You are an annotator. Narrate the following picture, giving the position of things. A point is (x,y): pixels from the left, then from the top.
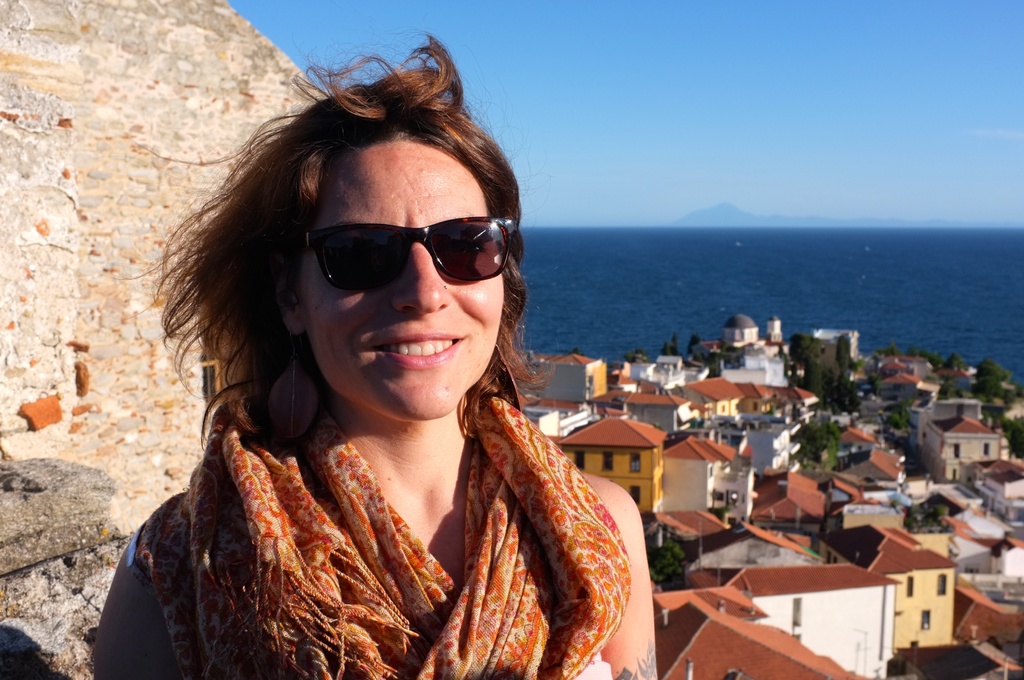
In the front of the image (406,242) I can see a woman (484,597) wore a scarf (485,601) and goggles (410,230). In the background of the image (978,298) I can see water (679,256), buildings (790,669), trees (975,393), wall (170,360) and sky (752,78).
